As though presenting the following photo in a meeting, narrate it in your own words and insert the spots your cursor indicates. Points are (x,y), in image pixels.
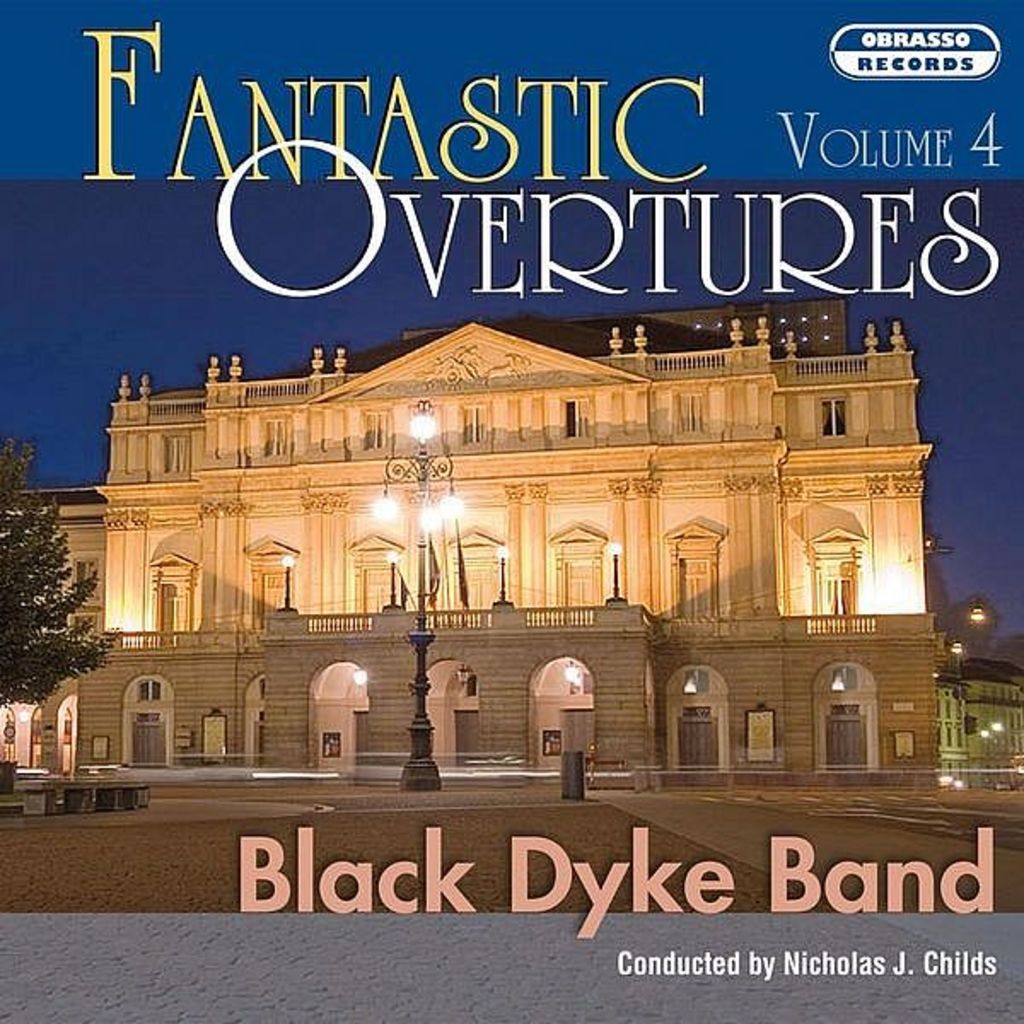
In the image I can see a poster (167,432) in which there is the picture of a building (453,551) and also I can see some text (233,178) on it.
